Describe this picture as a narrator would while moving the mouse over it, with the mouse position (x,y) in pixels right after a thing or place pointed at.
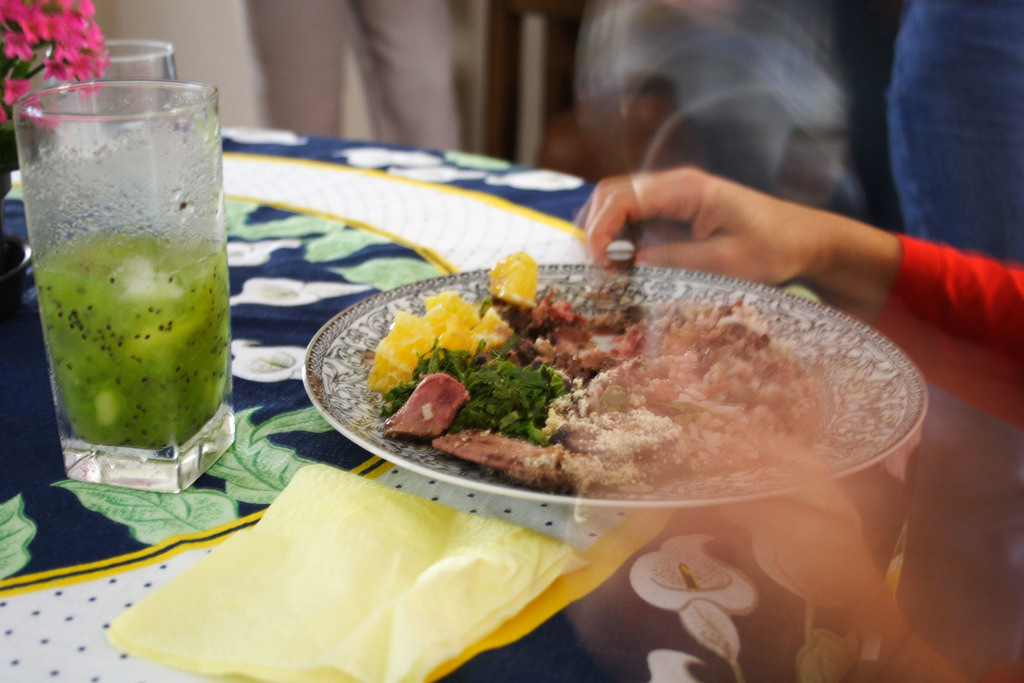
In this picture, we can see a few people (780,255), and among them we can see a person's hand (696,243) resting on table (734,553), we can see table (418,178) covered with cloth (602,532), and we can see food items (439,365) served in a plate (472,465), glass (64,459) with liquid (204,339), and some objects (15,30) on the table (396,285).
